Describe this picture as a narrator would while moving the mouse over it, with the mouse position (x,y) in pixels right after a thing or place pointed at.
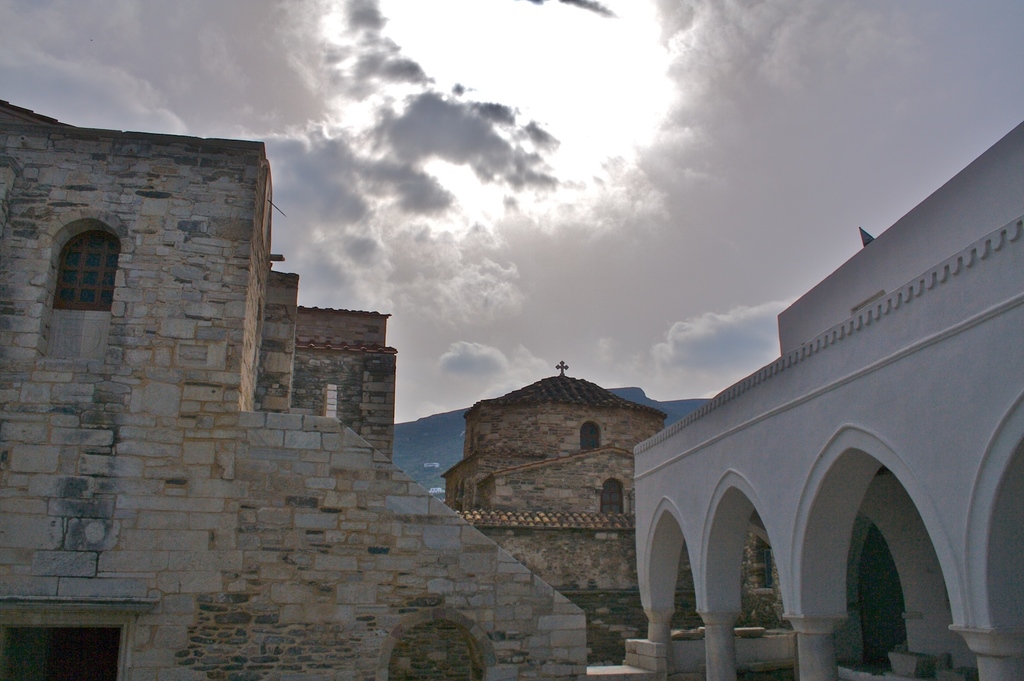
In this image I can see few buildings (359,495) in white, cream and gray color. Background (726,216) the sky (470,204) is in white and gray color.
